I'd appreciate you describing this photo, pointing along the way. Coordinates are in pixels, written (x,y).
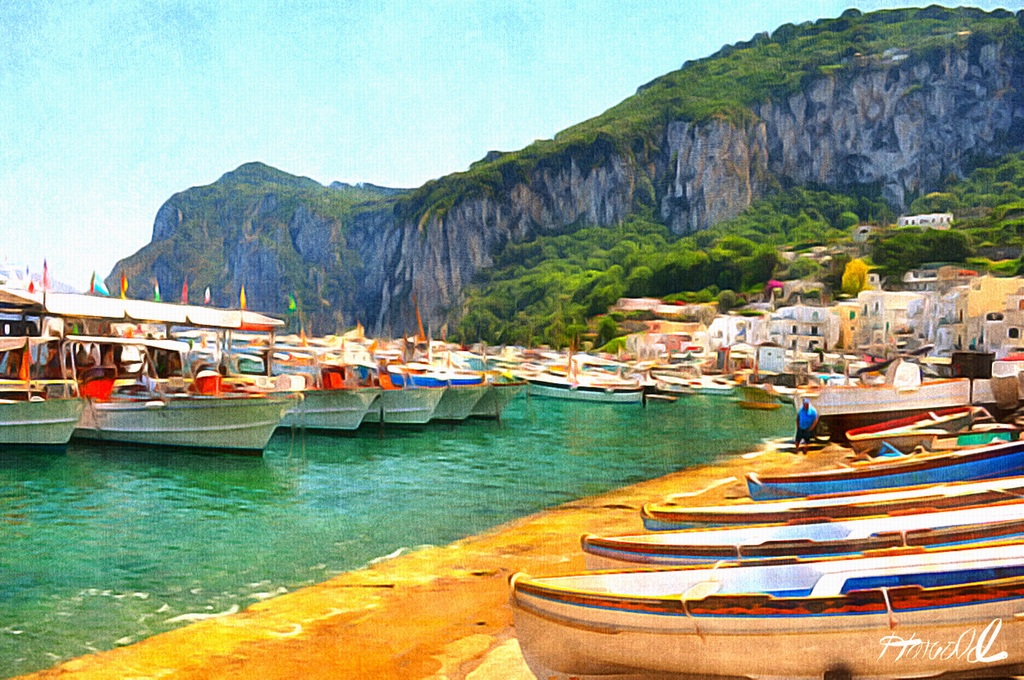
In this picture we can see the painting (366,388) of boats (198,420). Some boats (763,506) are on the path (724,484) and some boats (281,377) are on the water (749,438) and a person (802,409) is standing on the path (785,447). Behind the boats (705,393) there are buildings (726,343), trees (698,249), hill (542,226) and the sky (419,123). On the image it is written something.
